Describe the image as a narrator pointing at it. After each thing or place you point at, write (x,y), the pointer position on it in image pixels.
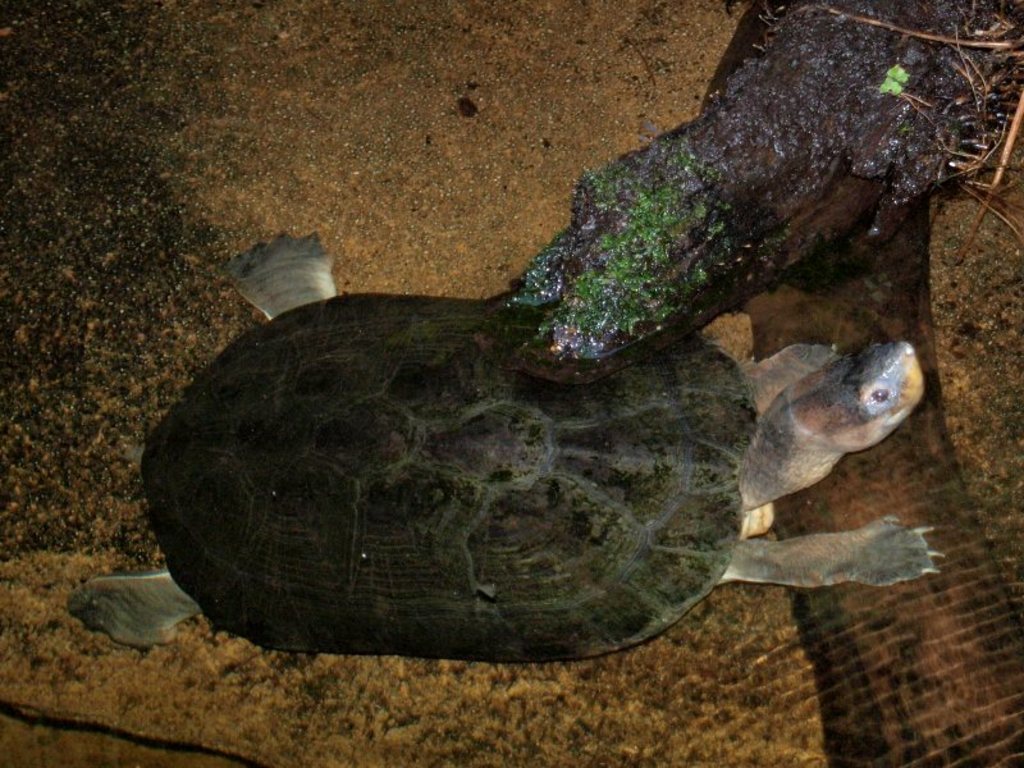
There is a tortoise (497,436) and a log (580,187) in the water (424,217). On the right side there is a plant (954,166).
